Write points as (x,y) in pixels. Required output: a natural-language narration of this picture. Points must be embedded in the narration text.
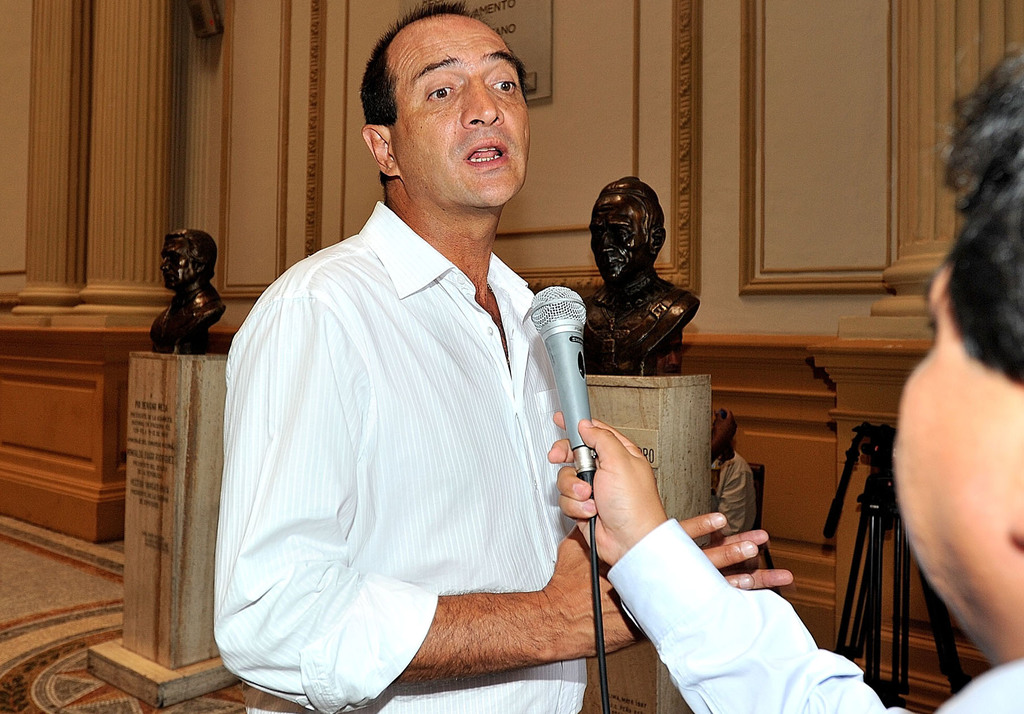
A man (359,356) is speaking with a mic (534,307) in front of him. Another man (636,562) is holding a mic (581,461) in front (635,535). There are two statues (618,304) in the background (170,314).
